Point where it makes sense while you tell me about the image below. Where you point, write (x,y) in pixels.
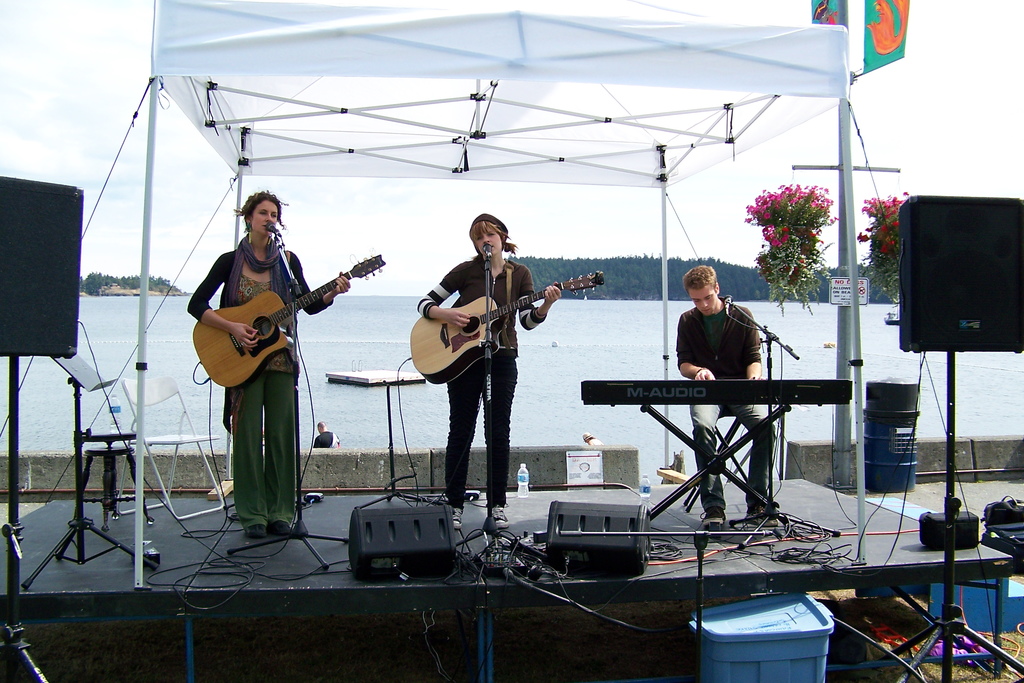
This is a picture taken in the outdoors, on the stage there are three persons (278,363) holding a music instrument (654,393) and singing a song in front of these people (695,306) there are microphones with stands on the stage (172,539) there are chair (174,443), table (116,450), bottles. In front of these people (531,330) there are speakers (961,274) with stand (10,579). Behind the people (690,360) there is water (373,325), trees (634,289) and sky (406,225).
